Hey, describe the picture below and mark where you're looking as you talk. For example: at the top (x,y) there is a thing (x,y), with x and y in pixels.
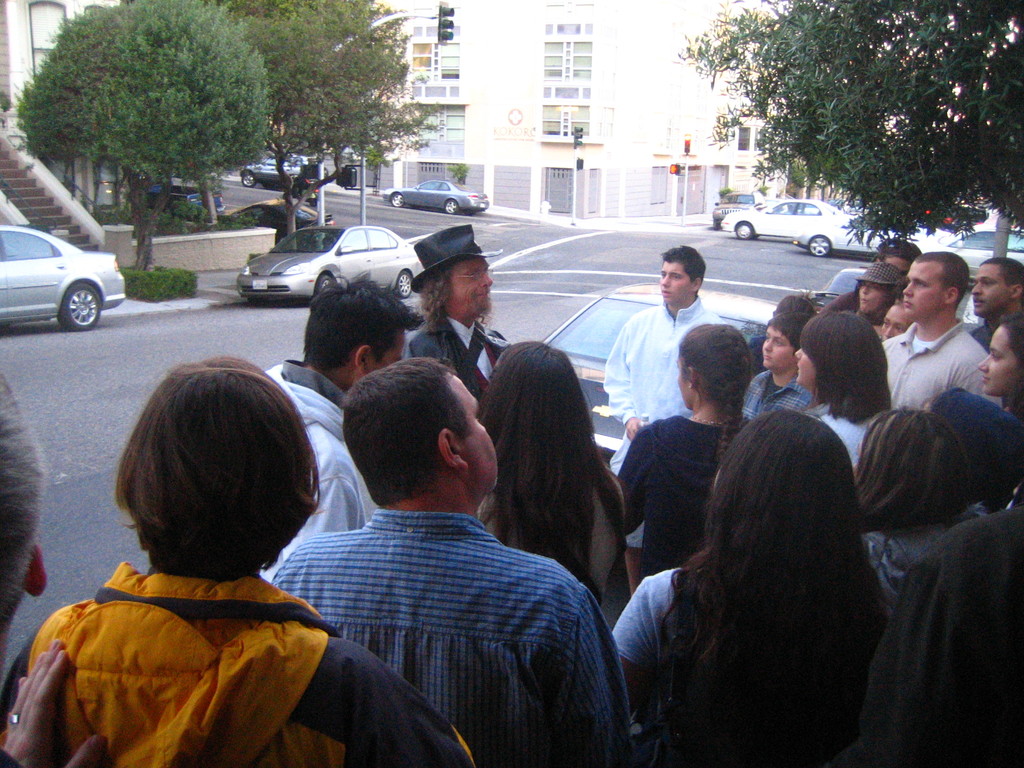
In this image there are group of persons (445,461) standing. In the background (807,224) there are cars (812,200) on the road (618,239) and there are trees (963,172), poles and buildings (530,93). On the left side (44,191) there are steps (31,198) and there is grass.
